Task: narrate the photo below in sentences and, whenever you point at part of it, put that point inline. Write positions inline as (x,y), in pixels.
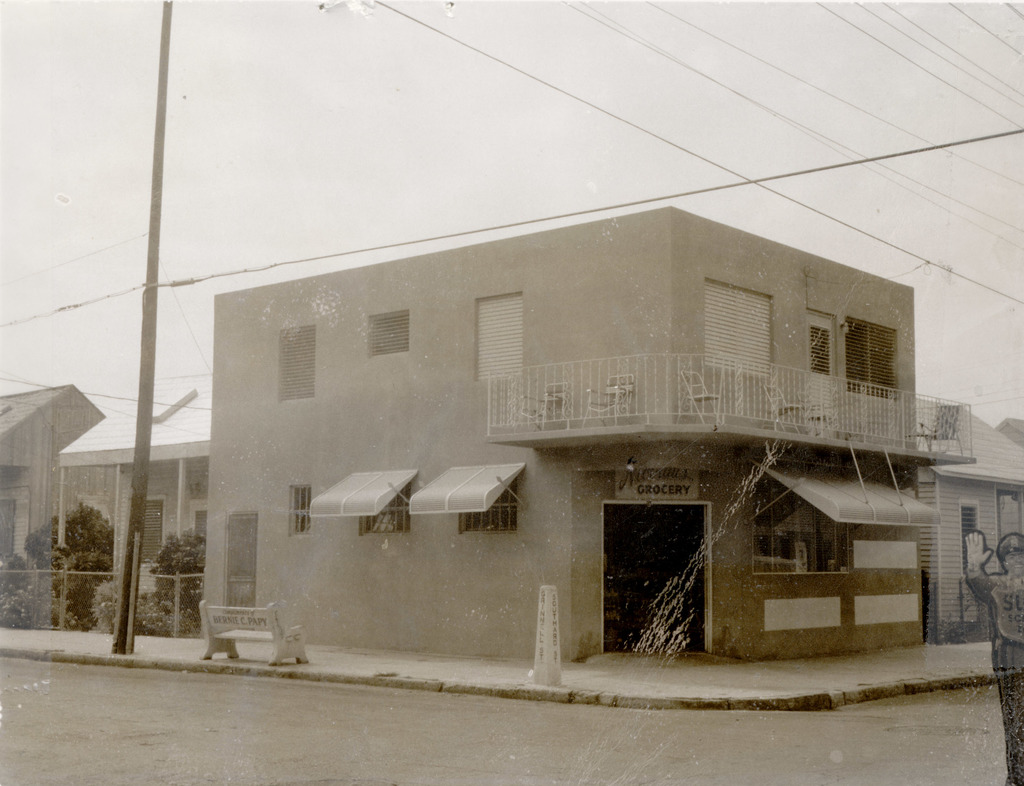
There is a building (368,465) with windows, balcony (607,386) and door (666,528). On the side of the building (446,587) there is a sidewalk (599,689). On that there is a pole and bench (275,636). In the back (78,438) there are trees (43,557), buildings (81,416) and sky (116,376) in the background (81,410). Also there is a road (799,742).
